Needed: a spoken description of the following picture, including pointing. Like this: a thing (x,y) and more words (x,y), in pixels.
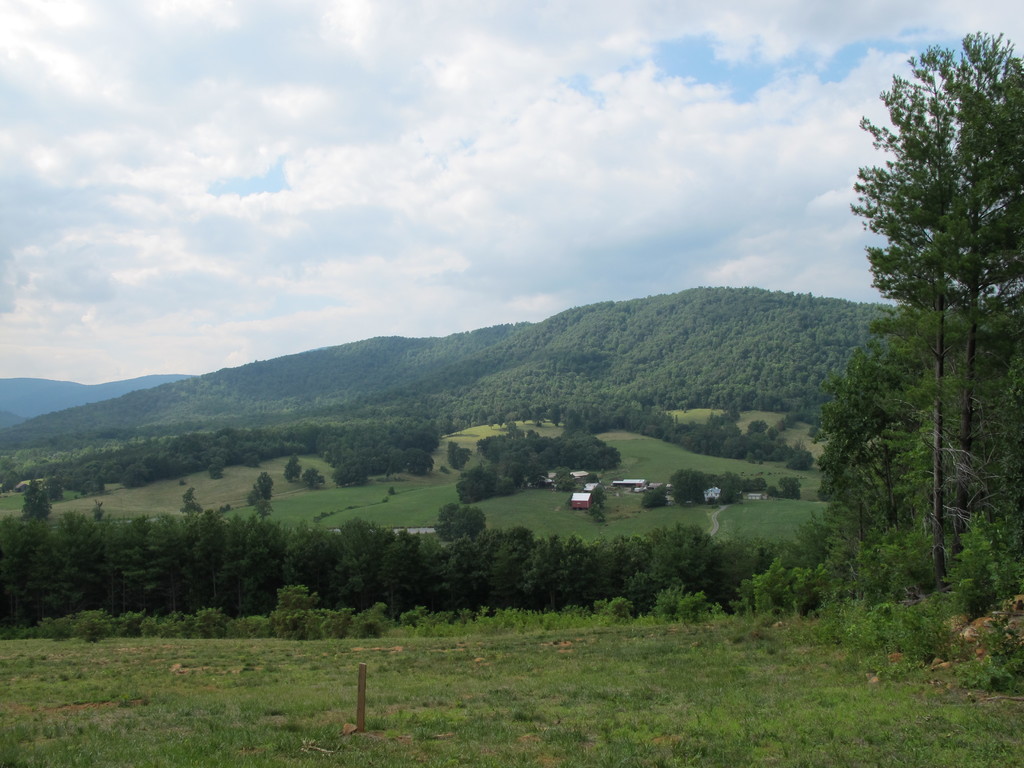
In this image there are hills (226,385) and sky (349,166). We can see sheds (586,495). At the bottom (446,718) there is grass (675,699) and we can see plants (164,579).
